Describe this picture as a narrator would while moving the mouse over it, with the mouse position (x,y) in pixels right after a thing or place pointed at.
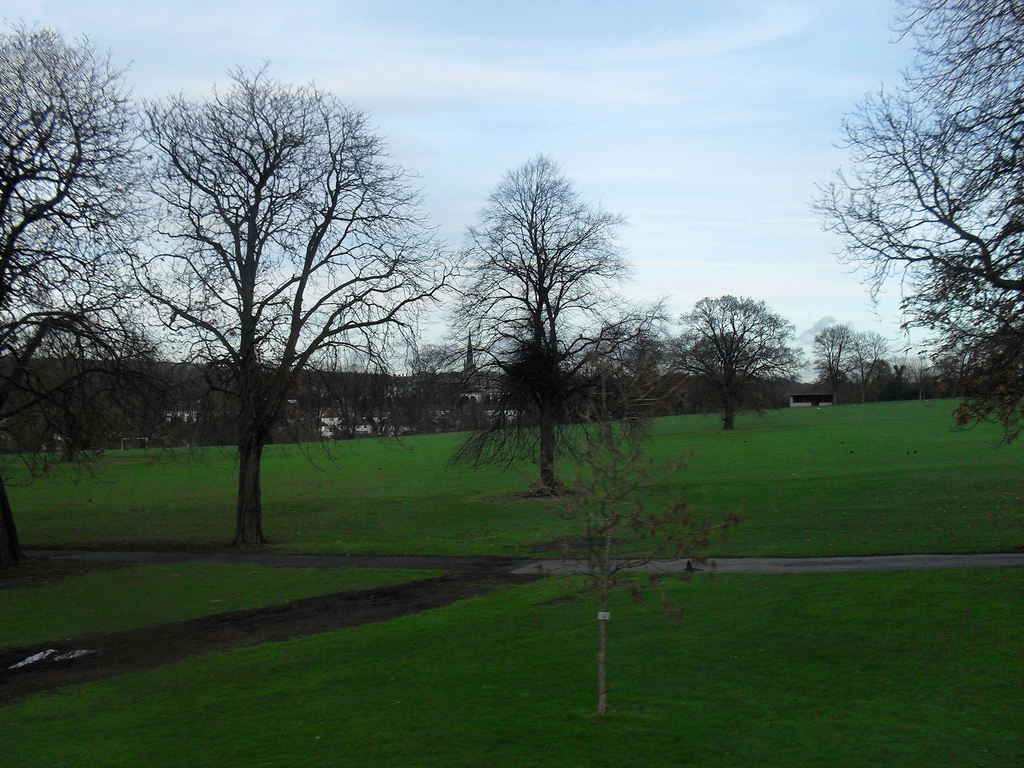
In this picture we can see so many trees (107,380) and grass (412,705).
